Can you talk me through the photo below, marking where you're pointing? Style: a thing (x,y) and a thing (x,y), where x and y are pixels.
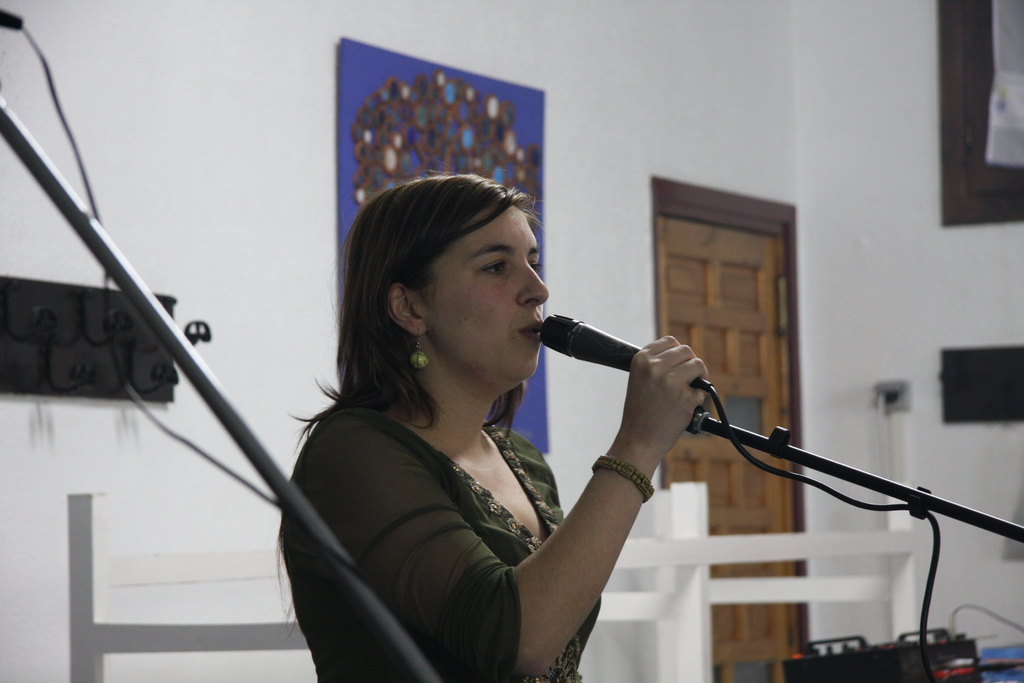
In this picture the lady (420,505) is speaking through a mic (584,345) placed in front of the girl (637,374). In the background (797,340) there is a brown wooden door (739,336) and a painting (484,146) attached to the wall (291,98).
